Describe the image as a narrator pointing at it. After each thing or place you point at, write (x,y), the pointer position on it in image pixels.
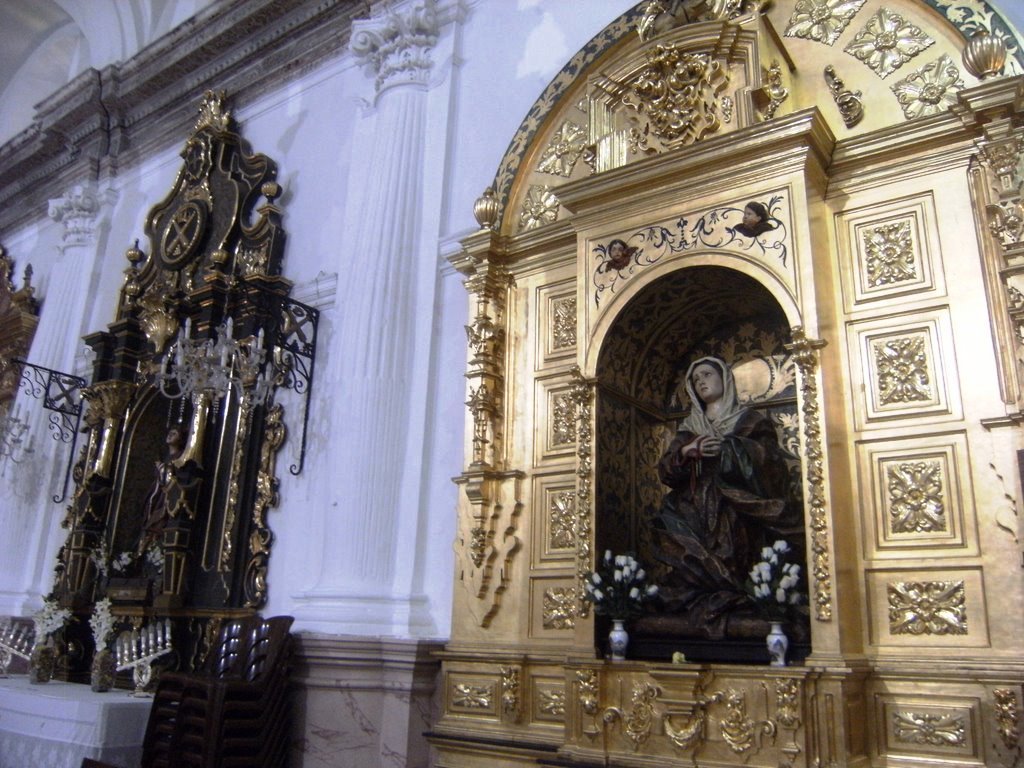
In this image there are sculptures (702,379) and some other structures (812,237) on the wall (318,414) with pillars (357,275).
